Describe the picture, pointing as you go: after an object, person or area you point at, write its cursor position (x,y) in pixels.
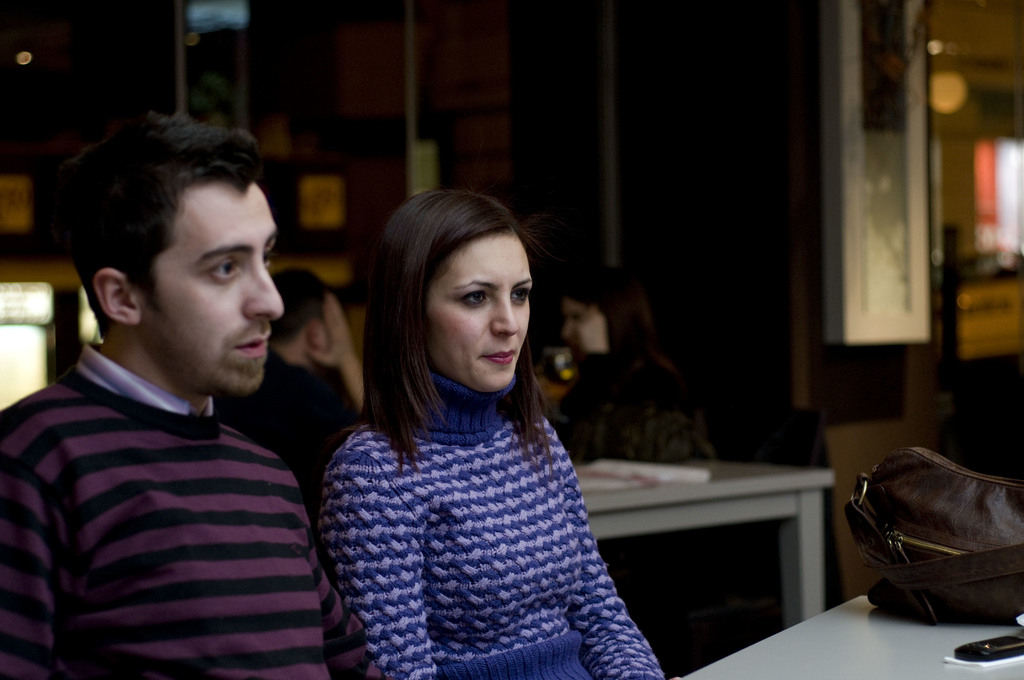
In this picture we can see four persons (520,243) sitting on the chairs (808,432). This is table (842,632). On the table (829,664) there is a bag (907,497). Here we can see a woman (646,328) who is holding a glass (569,365) with her hand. On the background (607,128) there is a wall (532,81).
